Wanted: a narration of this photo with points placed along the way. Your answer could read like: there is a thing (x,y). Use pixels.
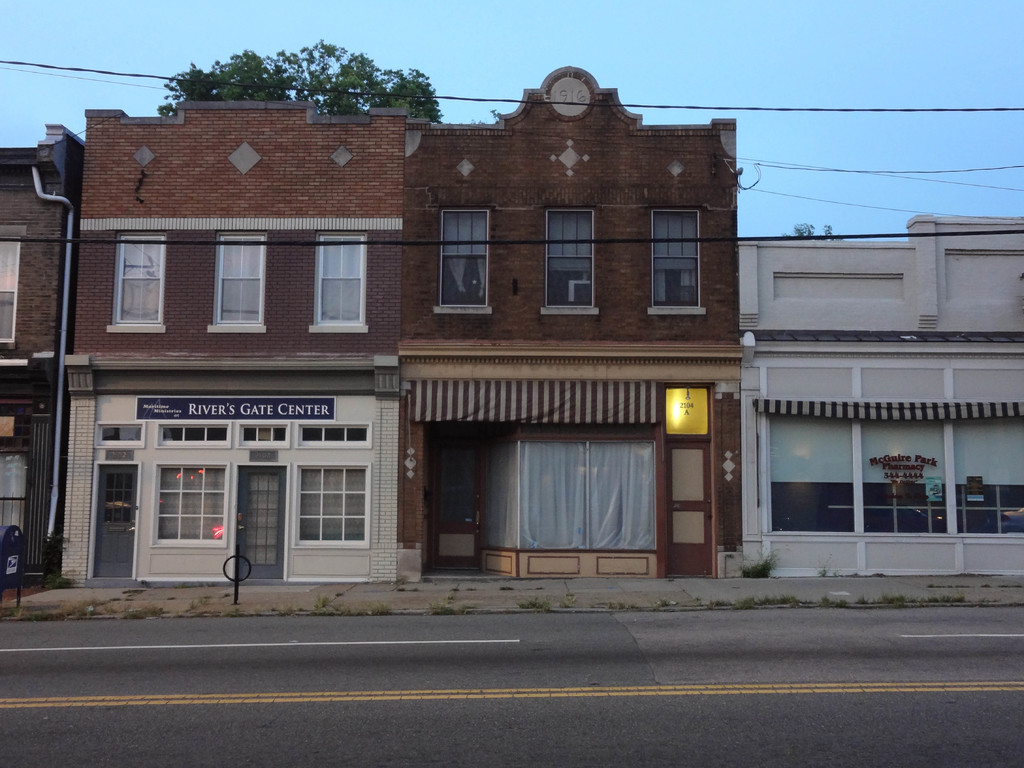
In this image there is a road (482,678) at the bottom (545,675), Behind the road (558,674) there are buildings (506,297) with the windows (323,303). At the top (823,124) there is sky (847,47). There are wires (15,62) above the building (562,97). Behind the building (446,167) there is a tree (347,107).
